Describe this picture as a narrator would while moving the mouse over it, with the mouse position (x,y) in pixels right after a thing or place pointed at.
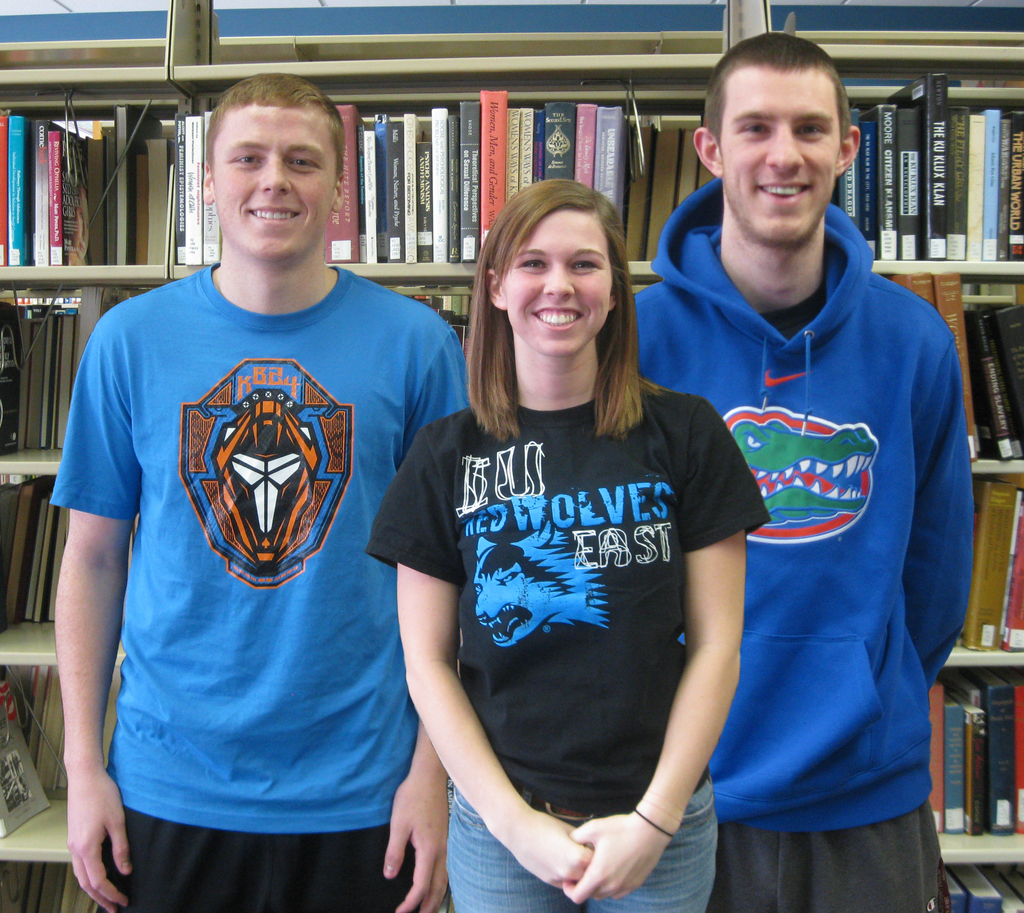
In this image we can see, one girl (637,422) and two men (221,722) standing and looking at something, and in the back (162,253) we can see many books (208,130) and bookshelves (27,648).
